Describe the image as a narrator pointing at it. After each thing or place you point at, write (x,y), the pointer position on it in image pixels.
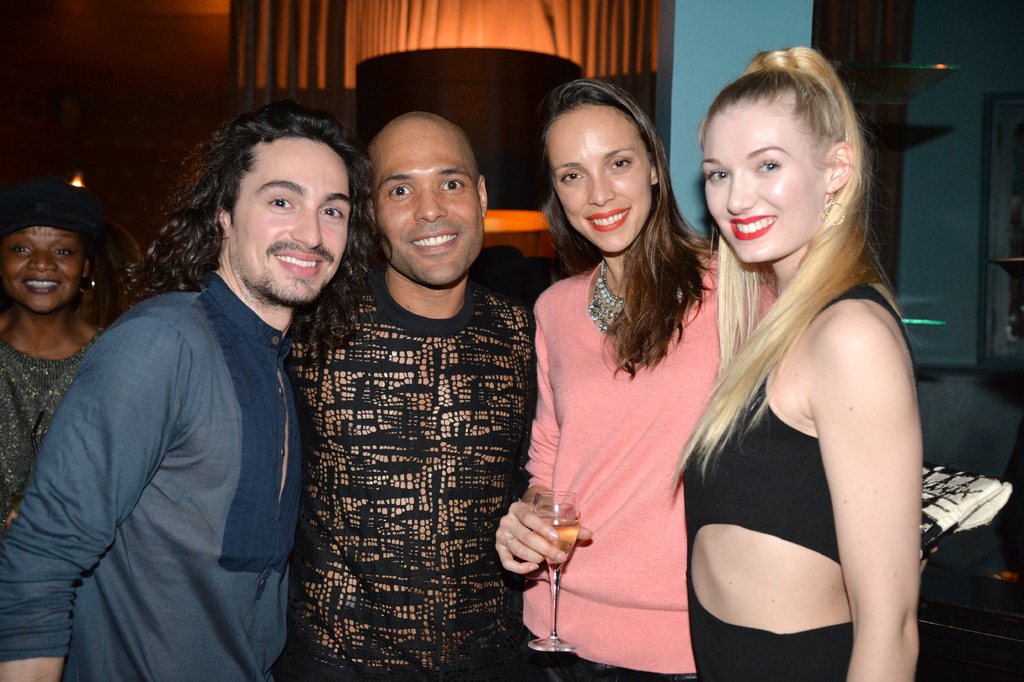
In this picture I can observe five members (358,298). Three of them are women (648,301) and two of them are men (233,292). All of them are smiling.
